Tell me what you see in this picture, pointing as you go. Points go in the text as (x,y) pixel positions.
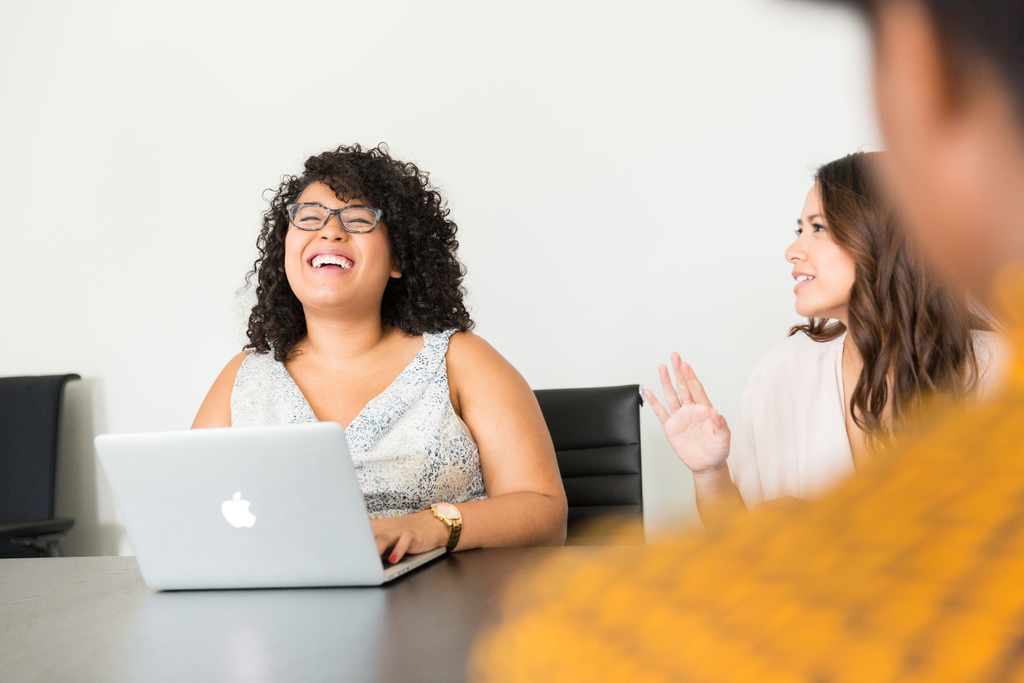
In this image there are few people (295,344) sat on the chair (621,461) with a smile on their face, in front of them there is a table (279,634). On the table (387,586) there is a laptop (198,497).
